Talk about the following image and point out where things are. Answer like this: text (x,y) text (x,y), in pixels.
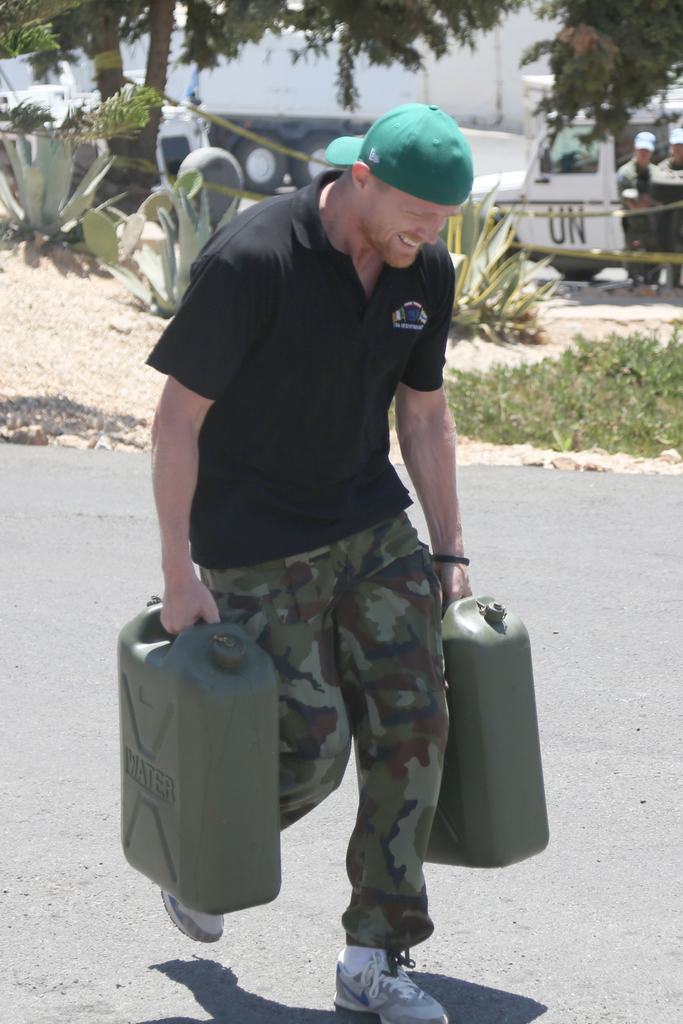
In this image I see a man (262,356) who is wearing black t-shirt (429,387) and I see that he is holding 2 cans (471,616) in his hands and I see he is wearing green color cap (381,152) on his head (365,168) and I see the path (526,527). In the background (62,206) I see the plants (477,399) and I see 2 persons (634,205) over here and I see the trees (360,44).
